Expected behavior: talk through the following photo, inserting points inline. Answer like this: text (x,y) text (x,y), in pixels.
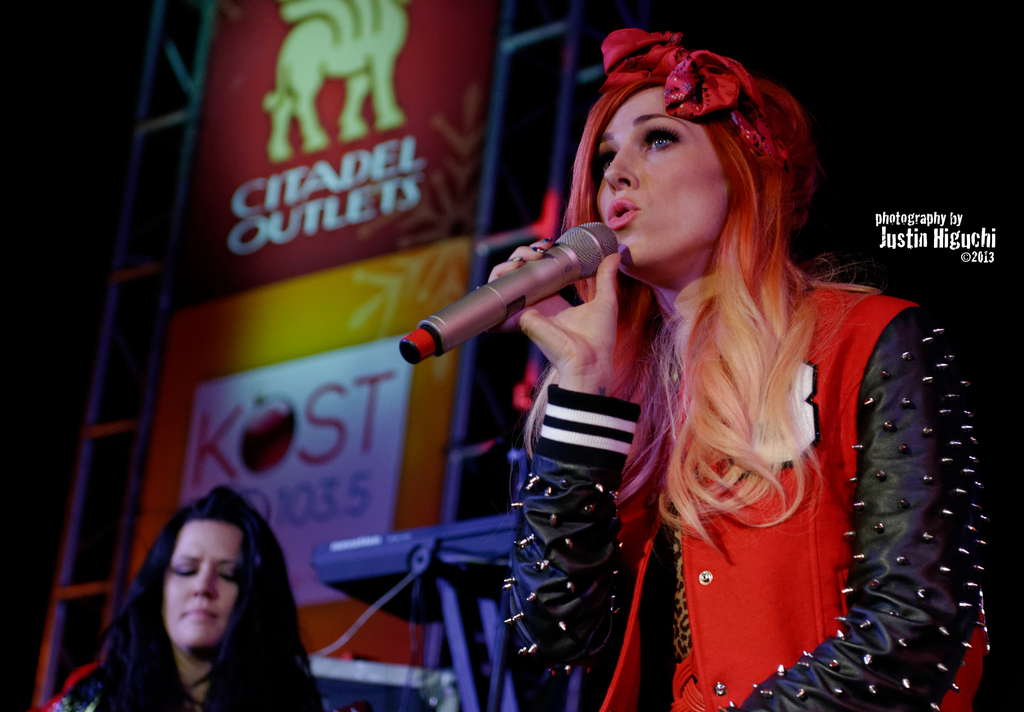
A woman (691,508) wearing a red and black jacket (528,568) also a hair band (696,98) is hold a mic (552,277) and singing. There is a keyboard (421,546) in the background (439,563). Also there is a banner (354,167) and stands (115,304). And a lady (166,574) is over there.
